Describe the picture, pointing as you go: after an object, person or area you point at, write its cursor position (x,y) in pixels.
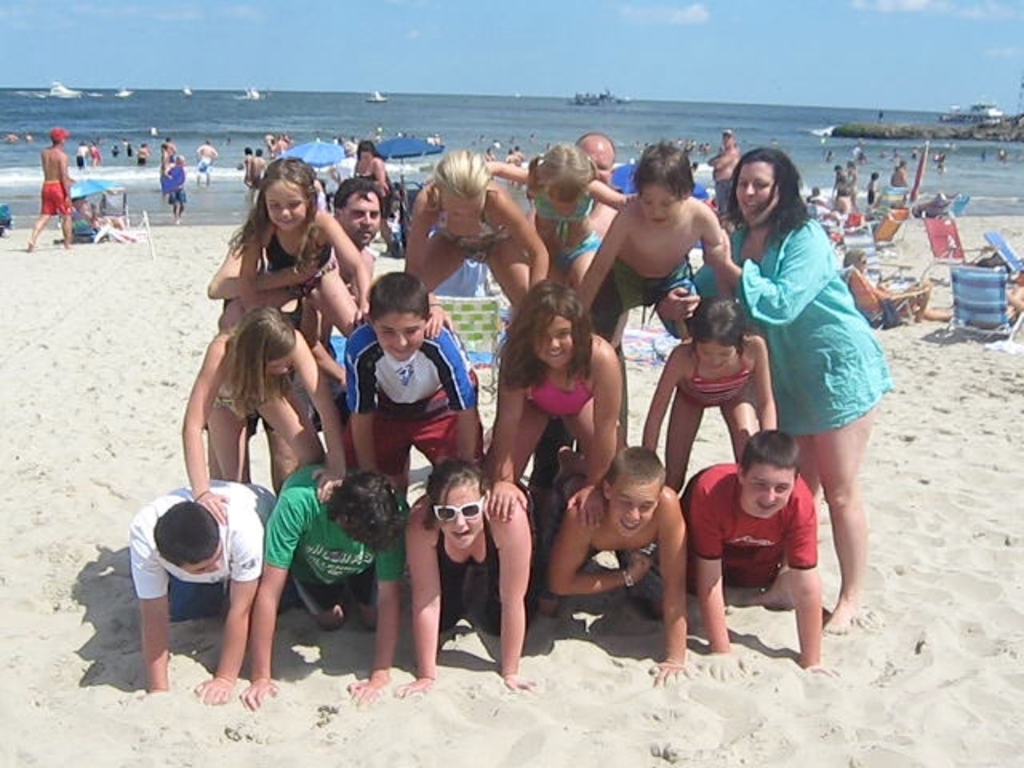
In the image there are many people (496,502) standing one above other in the beach (938,469), in the behind there are many people (282,140) walking and in the background (181,108) there are few ships (125,92) moving in the ocean (580,138) and above its sky (484,48).
